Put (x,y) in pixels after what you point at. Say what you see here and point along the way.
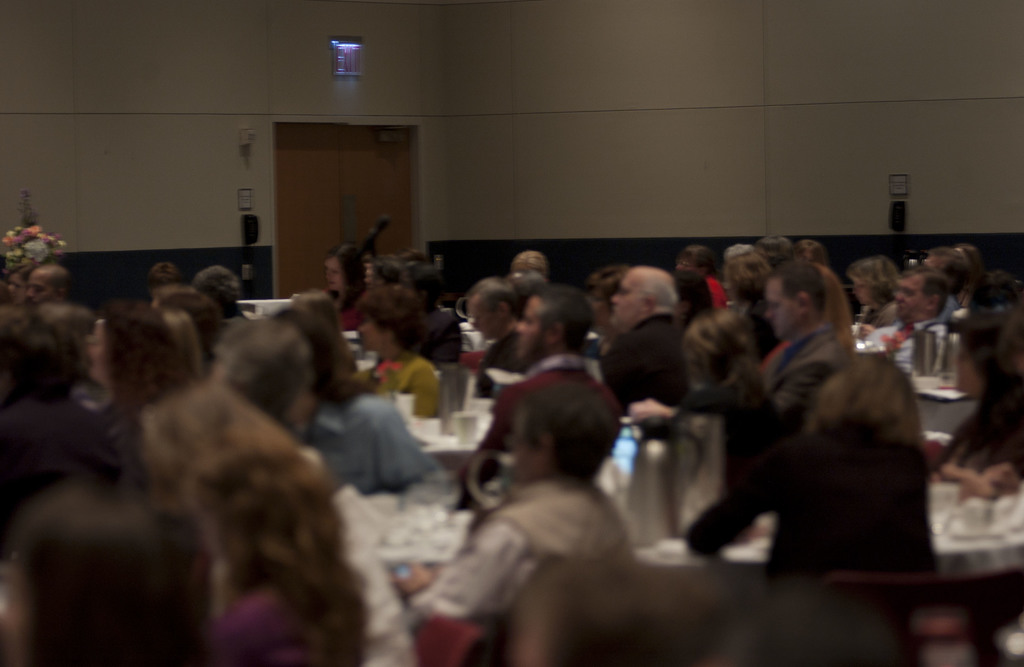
This picture shows few people (402,301) seated on the chairs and we see tables (665,541) and few glasses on the table (1011,534) and a flower vase (19,231).
